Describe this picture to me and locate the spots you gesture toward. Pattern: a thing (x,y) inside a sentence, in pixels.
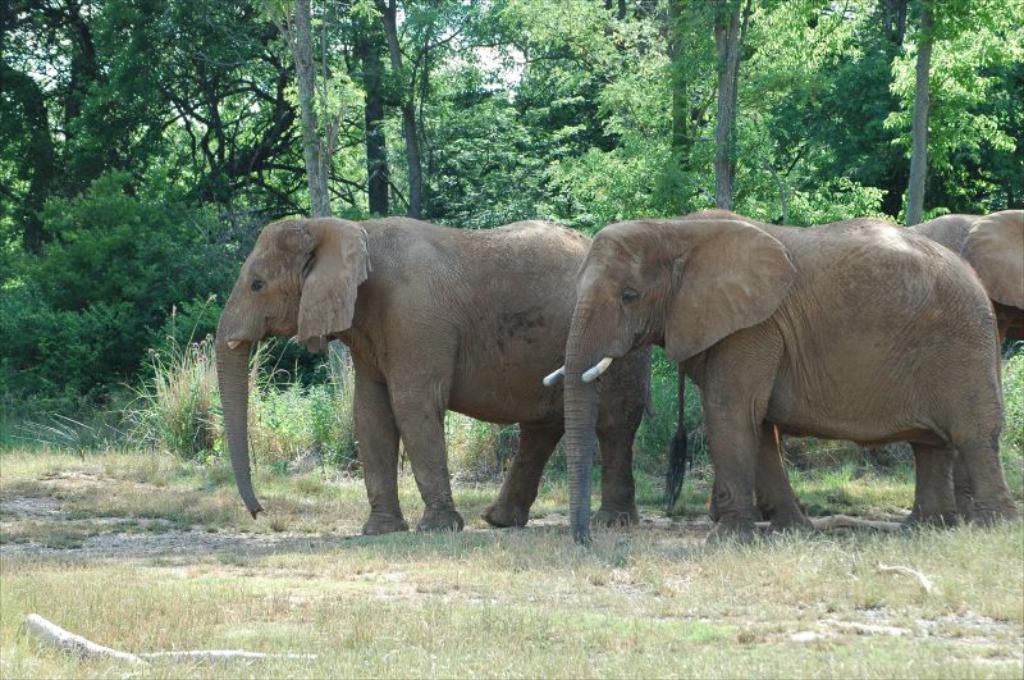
Here I can see the grass (222,630) on the ground (369,632). On the right side (853,318) there are few elephants (534,310). In the background (386,122) there are many trees (441,152).
